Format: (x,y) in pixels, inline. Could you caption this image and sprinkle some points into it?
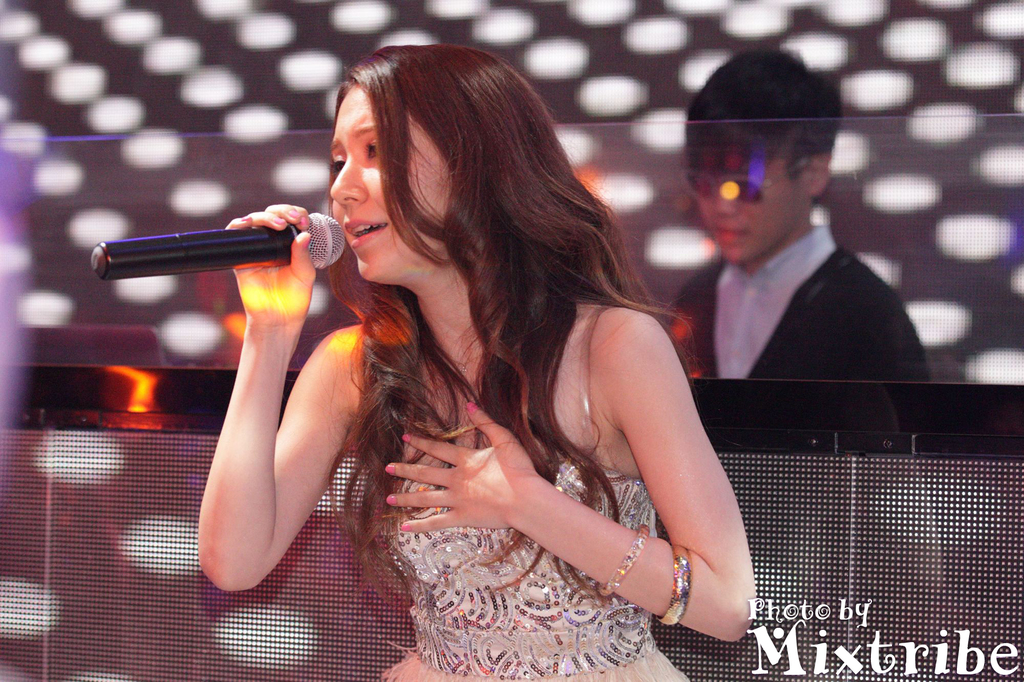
In this image, There is a woman (637,463) standing in the middle (434,371) and she is holding a microphone (266,260) which is in black color, In the background (746,168) there is a boy (815,279) standing.
